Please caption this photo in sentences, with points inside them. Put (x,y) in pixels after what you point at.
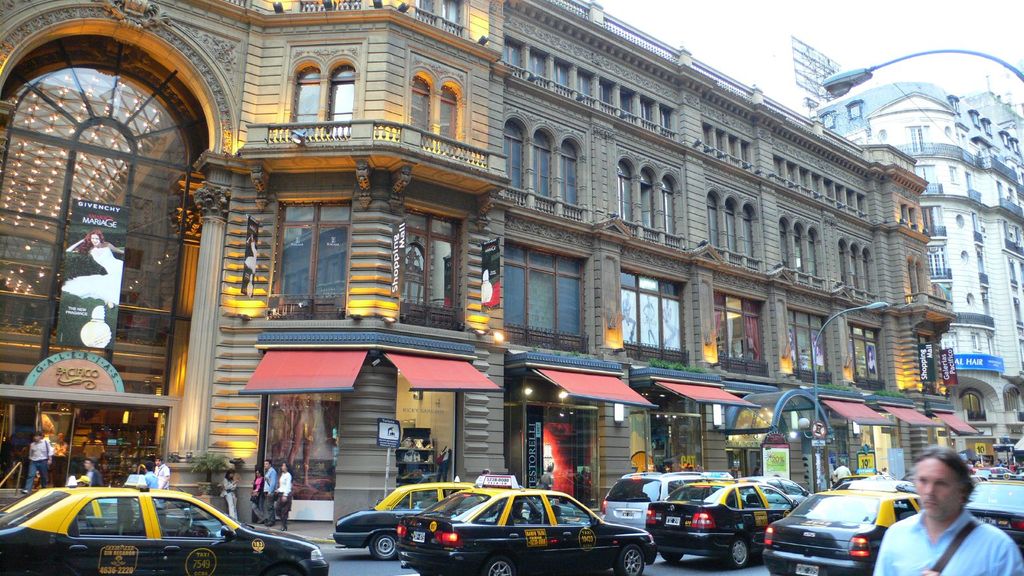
In this image we can see buildings (276,273), street poles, street lights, name boards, advertisement boards (108,229), stores (130,417), persons (284,503) standing and walking on the road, motor vehicles (451,528) on the road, sign boards (862,465), houseplants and sky (767,59).
